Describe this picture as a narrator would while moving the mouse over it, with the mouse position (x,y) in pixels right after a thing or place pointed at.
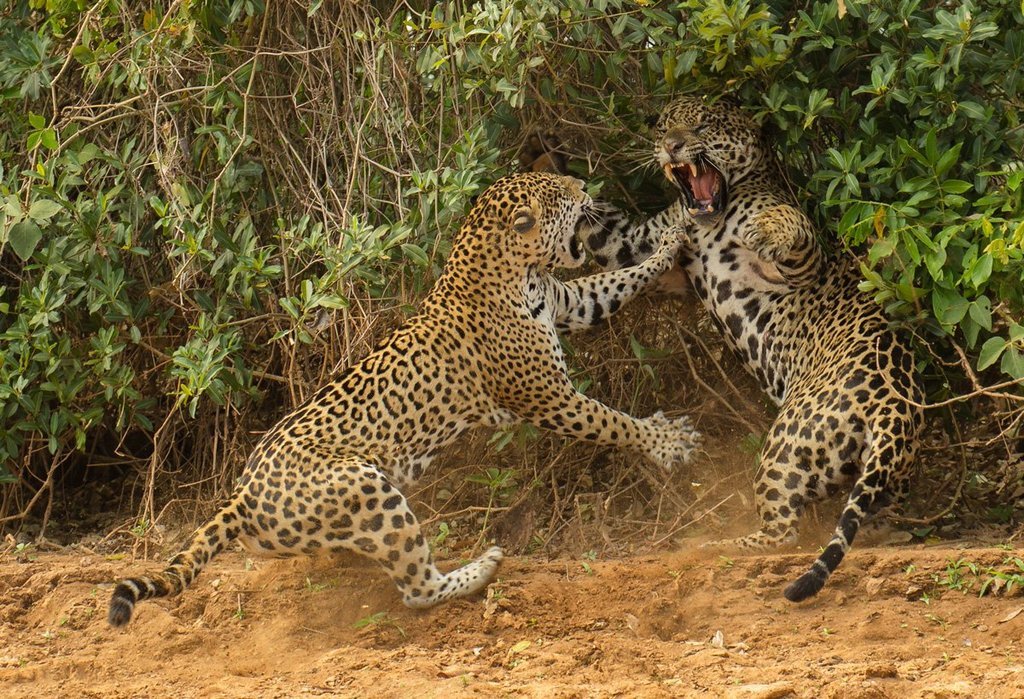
In this picture we can see 2 animals (878,389) fighting with each other on the ground (385,671) surrounded with trees (315,114) and plants (352,118).
